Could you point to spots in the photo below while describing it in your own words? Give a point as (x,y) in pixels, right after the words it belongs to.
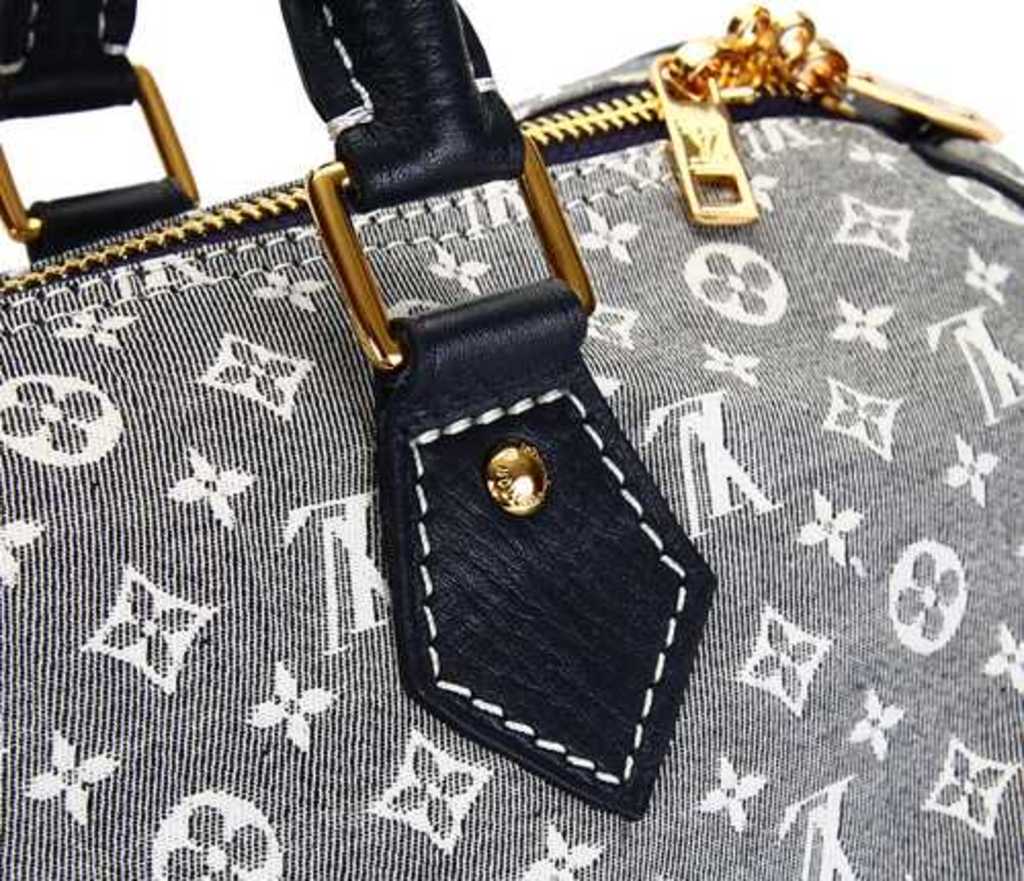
In this picture we can see a bag (702,446) which is in white and black combination.
